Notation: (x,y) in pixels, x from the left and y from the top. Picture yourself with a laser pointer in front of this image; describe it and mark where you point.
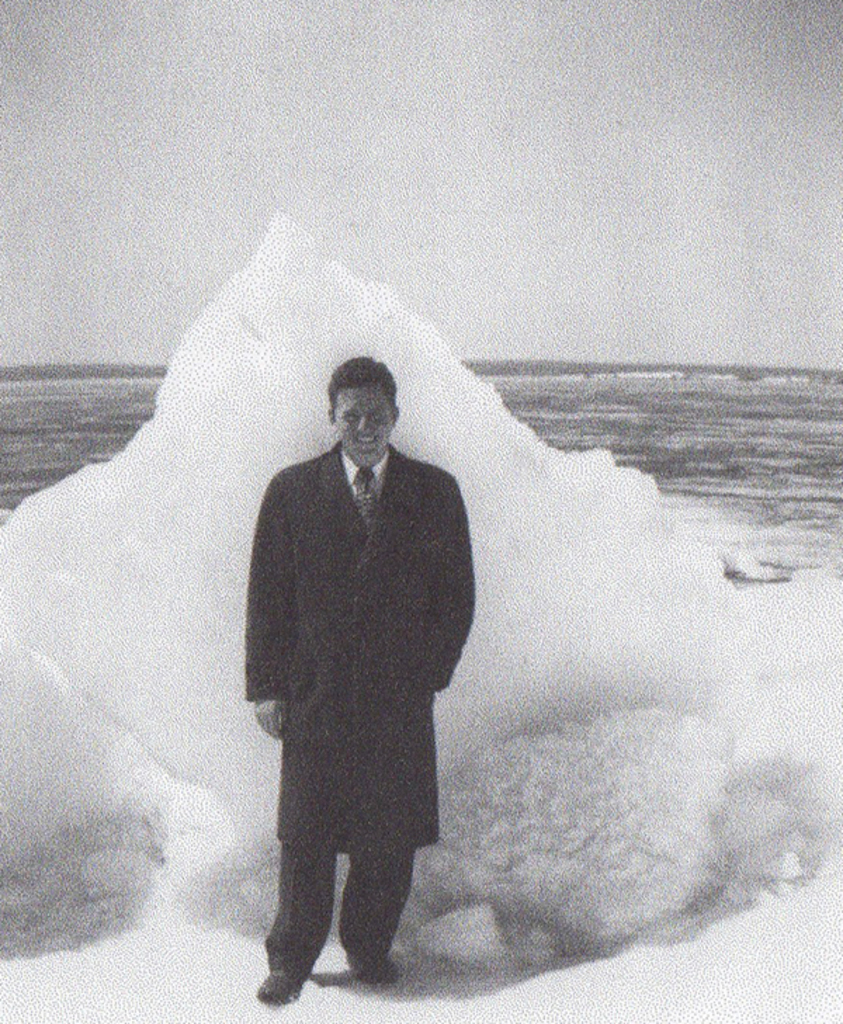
This is a black and white image. In this image we can see a man (360,836) standing on the ice (469,921) and there is an iceberg (413,395) behind him. In the background (142,424) we can see sky (358,139) and water (644,378).
